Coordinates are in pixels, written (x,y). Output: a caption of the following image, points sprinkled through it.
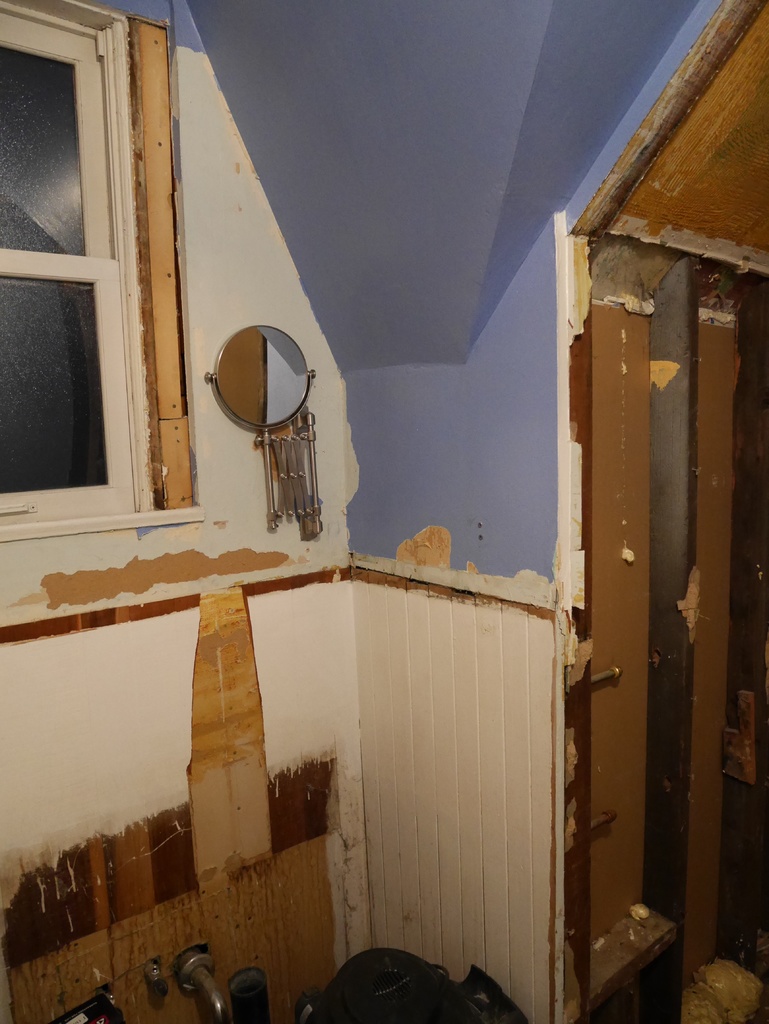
This picture describes about inside view of a room (402,620), in this we can find a mirror (307,373) on the wall (299,323), and we can find windows (104,256).
